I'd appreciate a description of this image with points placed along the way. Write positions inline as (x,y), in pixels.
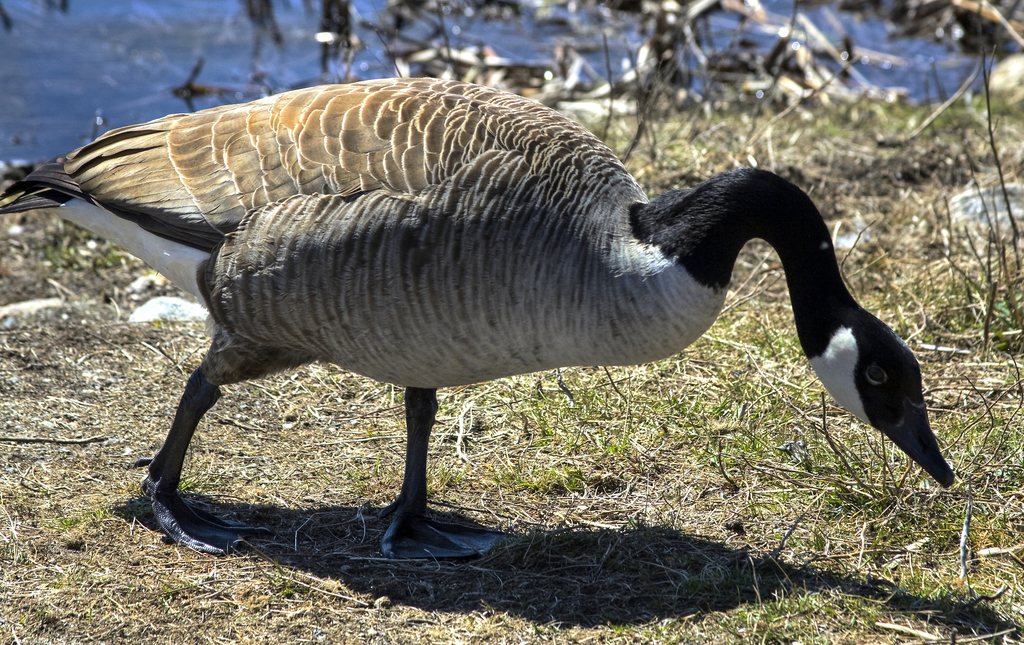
This picture is clicked outside. In the center (587,306) we can see a bird (580,356) seems to be a goose (593,325) and we can see the grass (789,158). In the background (297,44) we can see the water body (352,68) and some other objects (675,70).
